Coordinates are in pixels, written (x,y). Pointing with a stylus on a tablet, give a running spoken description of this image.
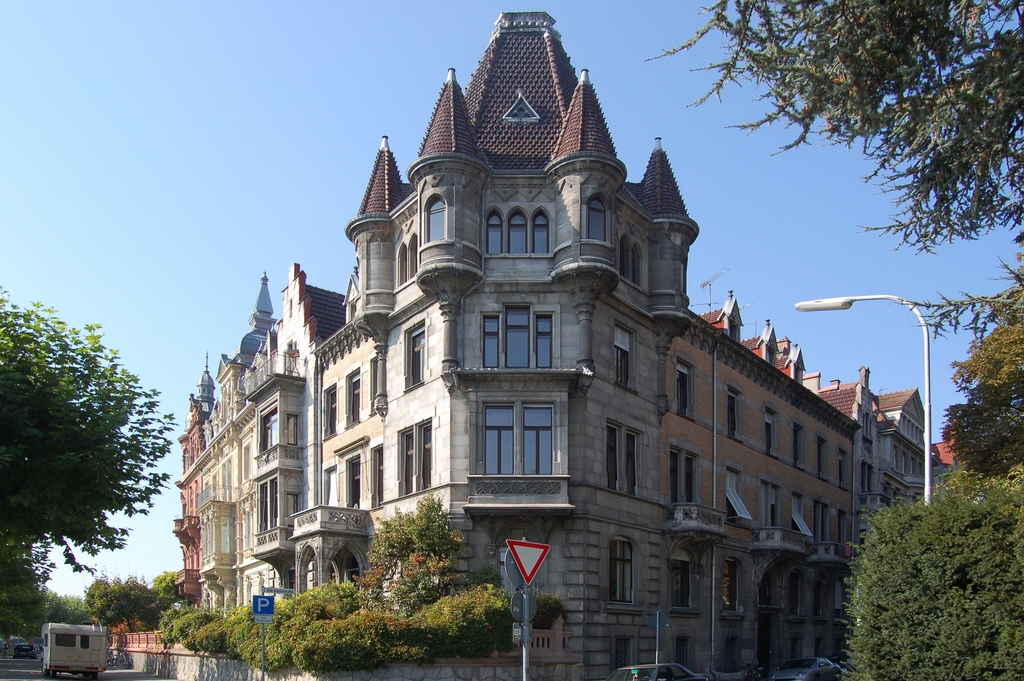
It is a big building (607,393) and in the right side (976,231) there are trees (965,420). In the left side (75,635) there is a vehicle (61,643) moving on the road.
